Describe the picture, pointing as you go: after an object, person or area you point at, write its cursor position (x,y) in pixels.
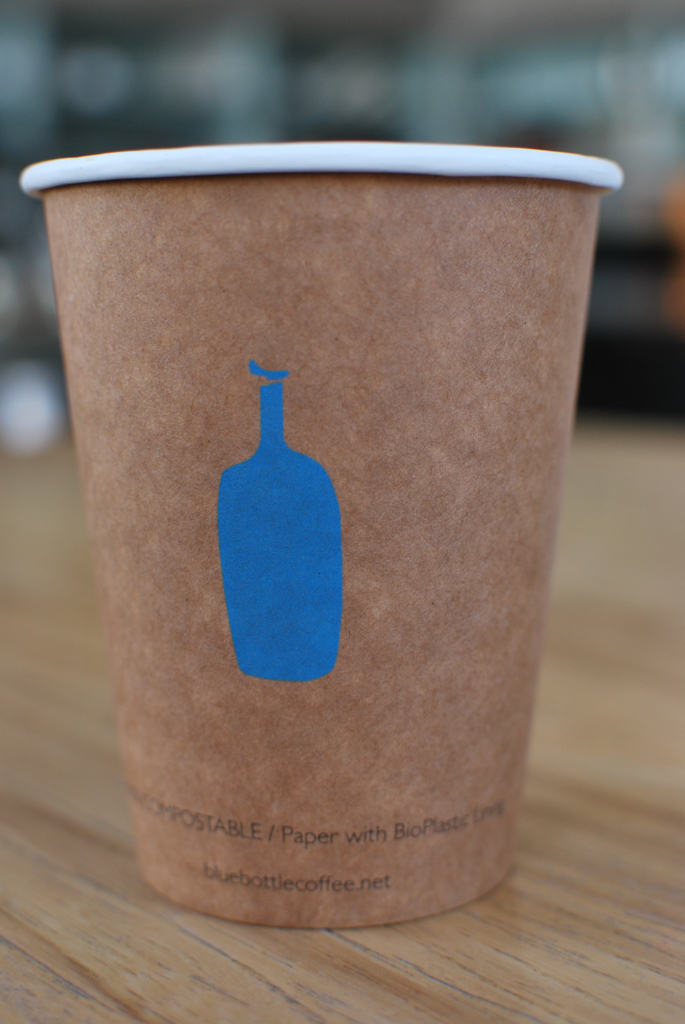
In this image, we can see a cup (153,507). On the cup (180,504) we can see some figure (281,667) and text (362,839). This cup (403,680) is placed on the wooden surface (303,950). Background (67,29) we can see the blur view.
